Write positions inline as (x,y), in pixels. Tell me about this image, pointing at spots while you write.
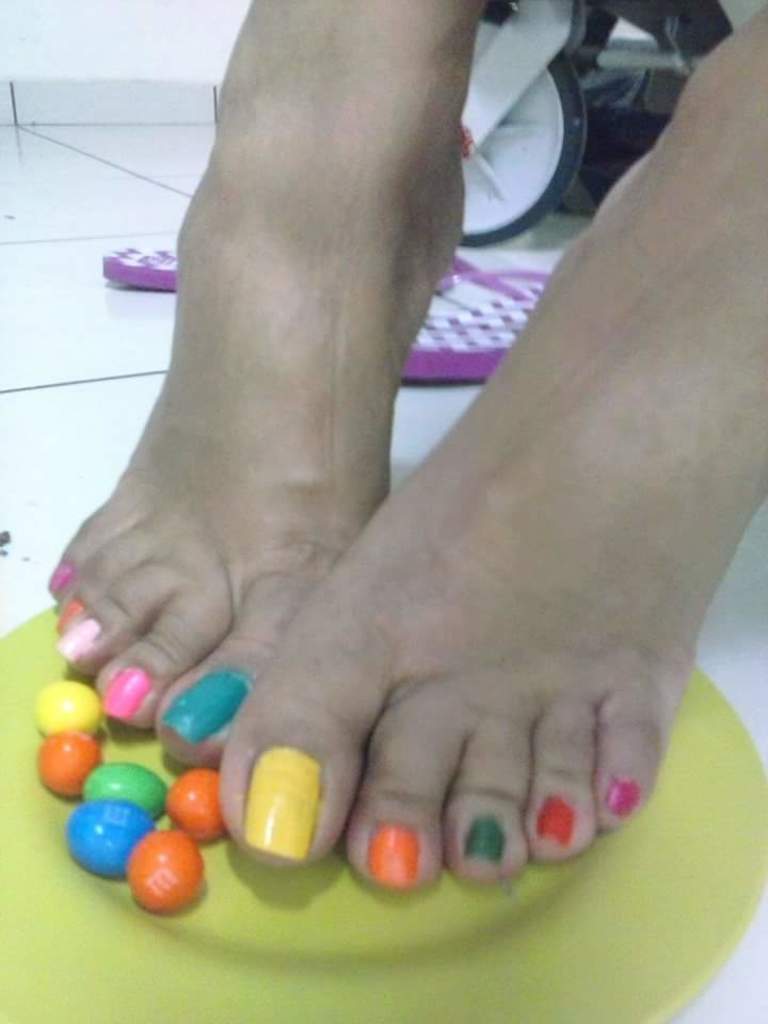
In this picture there is a small plate (72,923) in the center of the image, which contains colorful gems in it and there are two legs (340,465) in the plate (760,830) and there is a pair of slippers (170,254) in the background area of the image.
